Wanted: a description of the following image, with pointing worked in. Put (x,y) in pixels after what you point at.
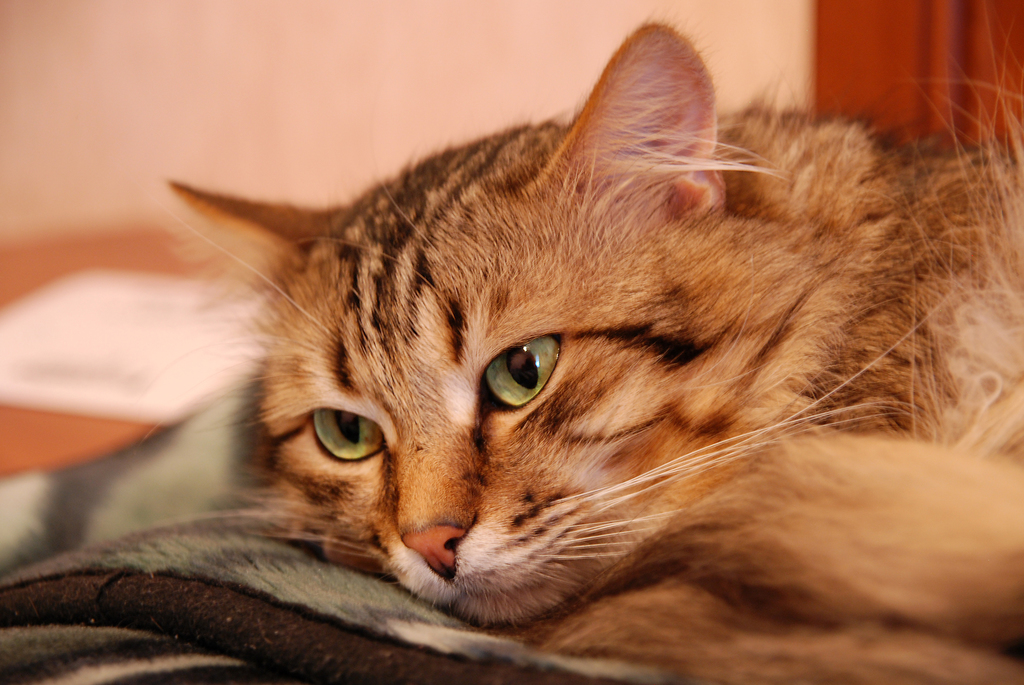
In this image I can see a cat (531,300) laying on a bed sheet (170,642). On the left side (55,385) there is a white color object (117,328). In the background (323,60) there is a wall (606,31) and a red color curtain (888,62).
